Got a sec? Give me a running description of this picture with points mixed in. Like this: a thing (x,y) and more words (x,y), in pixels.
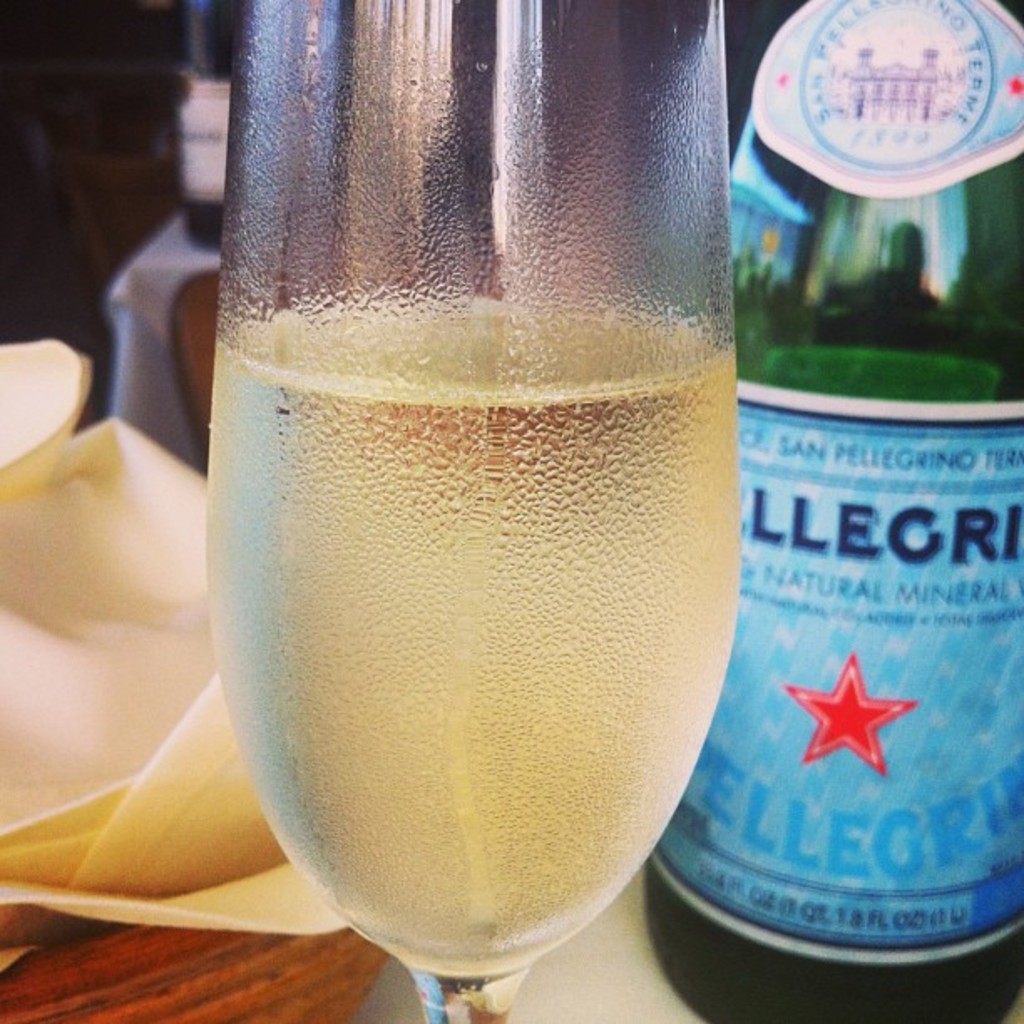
In the given picture, I can see a water bottle (886,240), There is a glass (478,31) which is filled with wine (320,608) and also i can see another bottle (207,184) which is kept on table (217,944).
